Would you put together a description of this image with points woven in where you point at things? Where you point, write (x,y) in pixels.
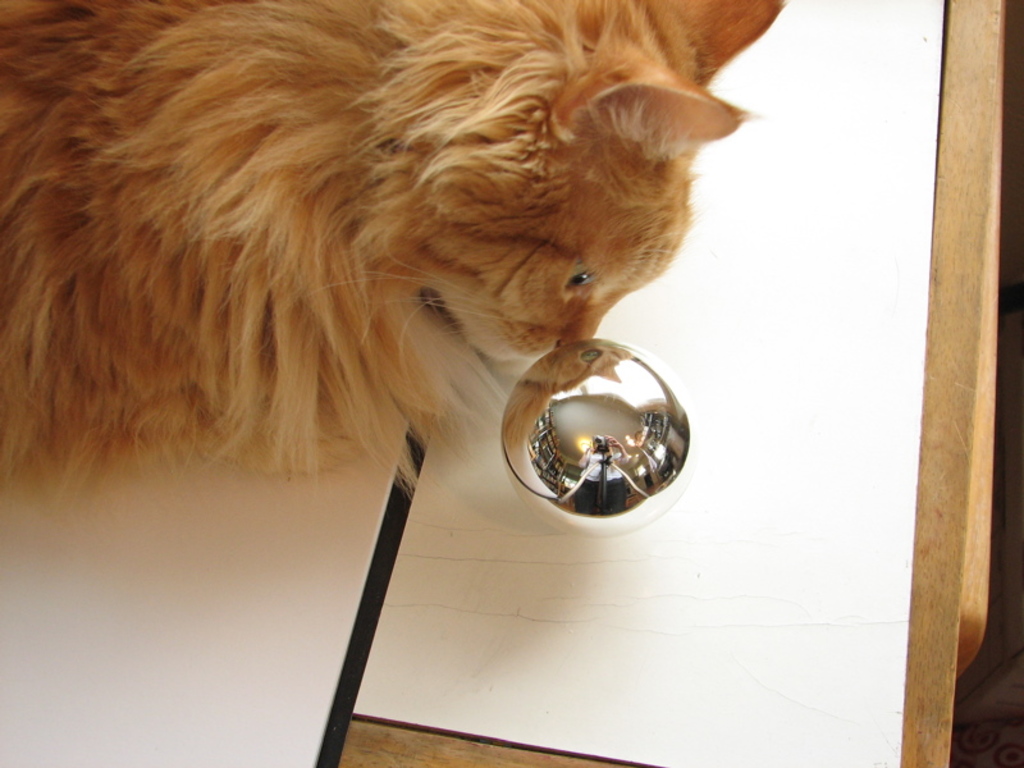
In this image I can see an animal (256,235) which is in brown color. To the side I can see the silver color object (587,477). These are on the white color surface (532,560).
